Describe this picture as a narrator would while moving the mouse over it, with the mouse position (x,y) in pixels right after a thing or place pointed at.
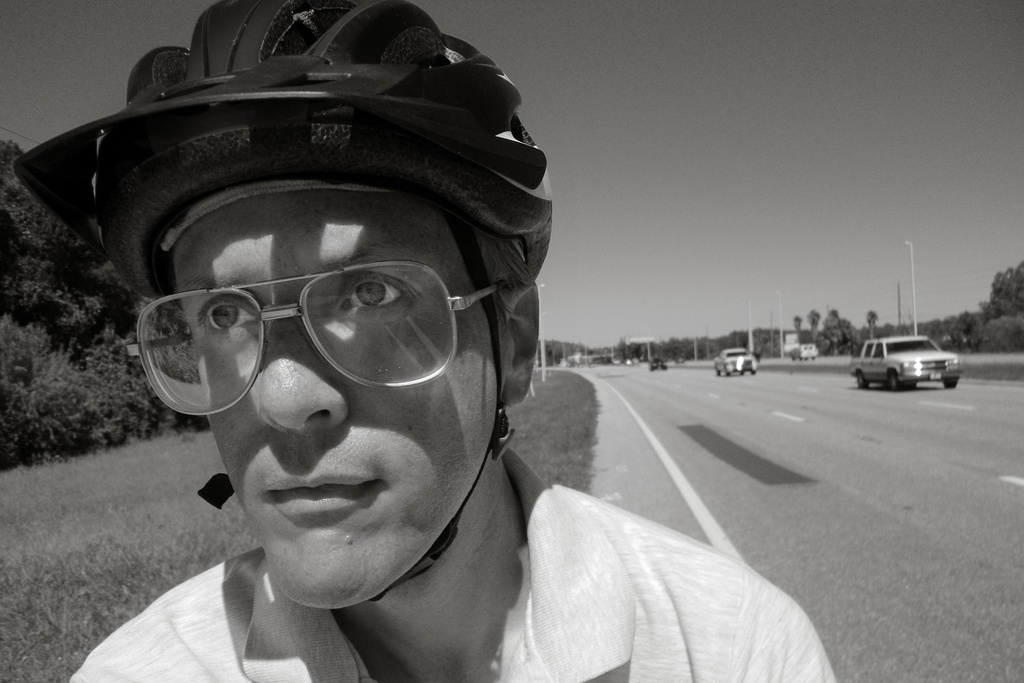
In this image I can see a man (300,440) in the front (407,513) and I can see he is wearing glasses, a helmet (467,239) and t-shirt (562,544). On the right side of this image (797,519) I can see a road (697,419) and on it I can see number of vehicles (932,374). On the both sides of the road (748,375) I can see number of trees (66,274), grass (53,677), number of poles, lights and I can see this images black and white in colour.
